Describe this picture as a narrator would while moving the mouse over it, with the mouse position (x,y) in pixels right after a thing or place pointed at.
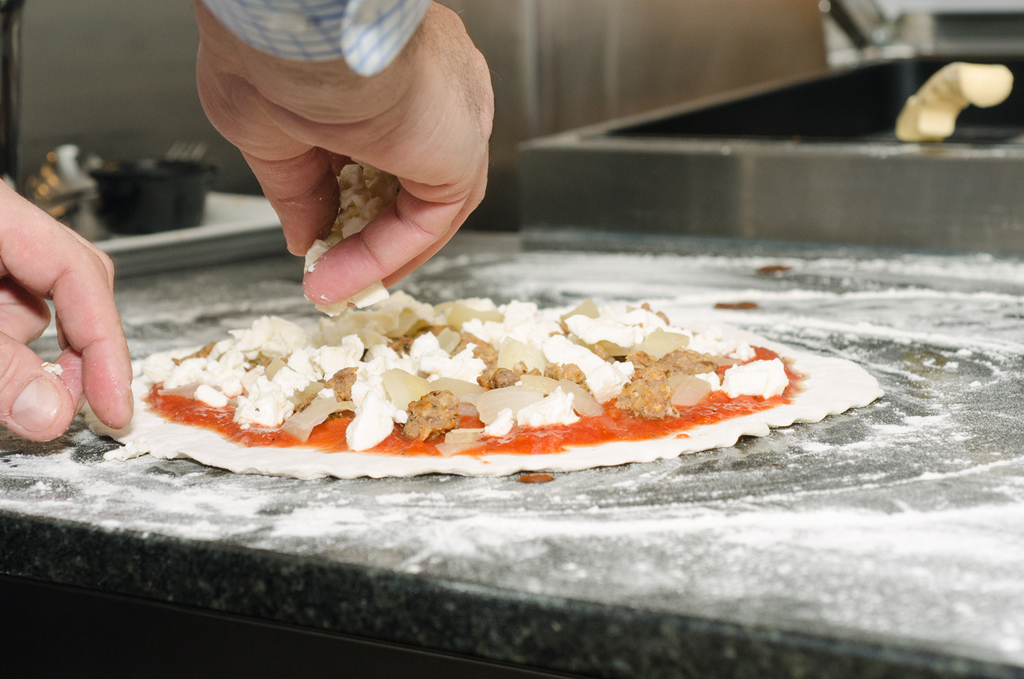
In this image there is a table (507,550) on which there is a pizza (501,379). On the left side (94,291) there is a person (337,164) who is keeping some food stuff (354,367) on the pizza (528,377). On the right side (796,166) top there is a sink (884,179). On the left side (117,188) there are bowls (117,188) and spoons (73,175).
